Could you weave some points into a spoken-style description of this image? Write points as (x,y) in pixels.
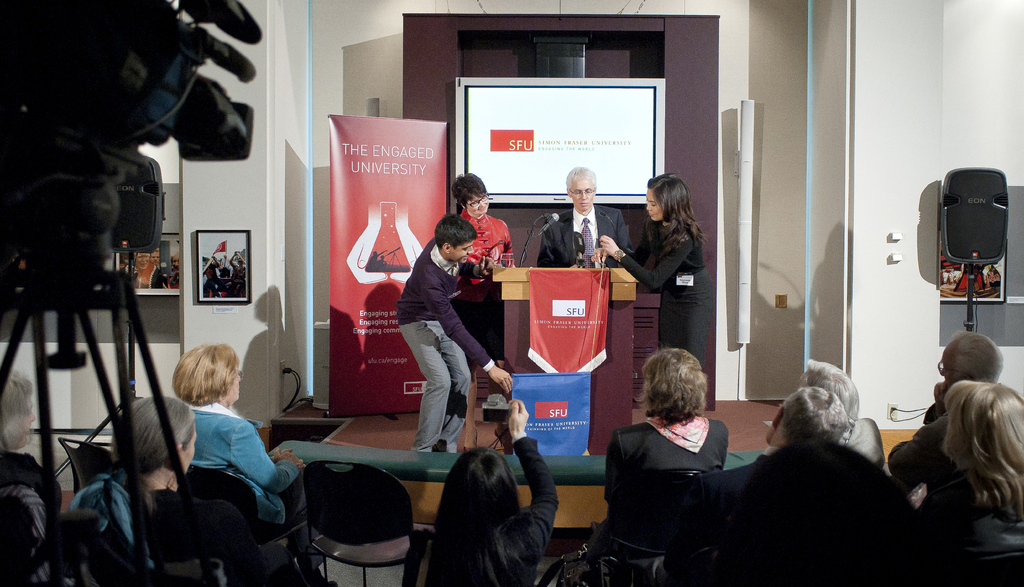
In the foreground of the picture (376,477) there are chairs (323,511), people (523,532), camera (145,79), tripod stand (124,432) and other objects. In the middle of the picture (363,244) we can see stage (737,449), on the stage (326,436) there are people (473,262), podium (526,366), banner (385,313), television (600,99), mic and other objects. On the right (870,338) we can see speaker (969,206), frame (956,270) and wall (968,128). On the left (173,279) there are frames (150,282), wall (172,301), cables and other objects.
